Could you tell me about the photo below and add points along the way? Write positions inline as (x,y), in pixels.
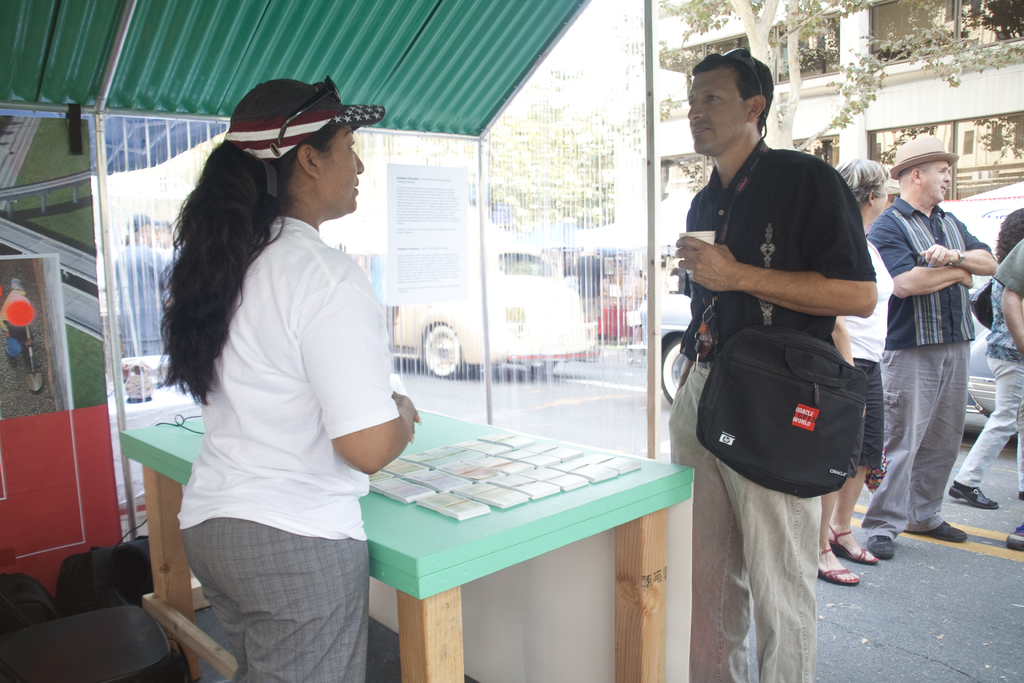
in this picture we can see group of people (268,402), a man (783,227) is holding a cup (702,239) in his hand (716,248) and he is wearing a backpack (771,377), in front of him we can find couple of papers (526,464) on the table (378,522), in the background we can see few vehicles (423,323) on the road (565,365), and also we can see couple of buildings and trees (624,116).
